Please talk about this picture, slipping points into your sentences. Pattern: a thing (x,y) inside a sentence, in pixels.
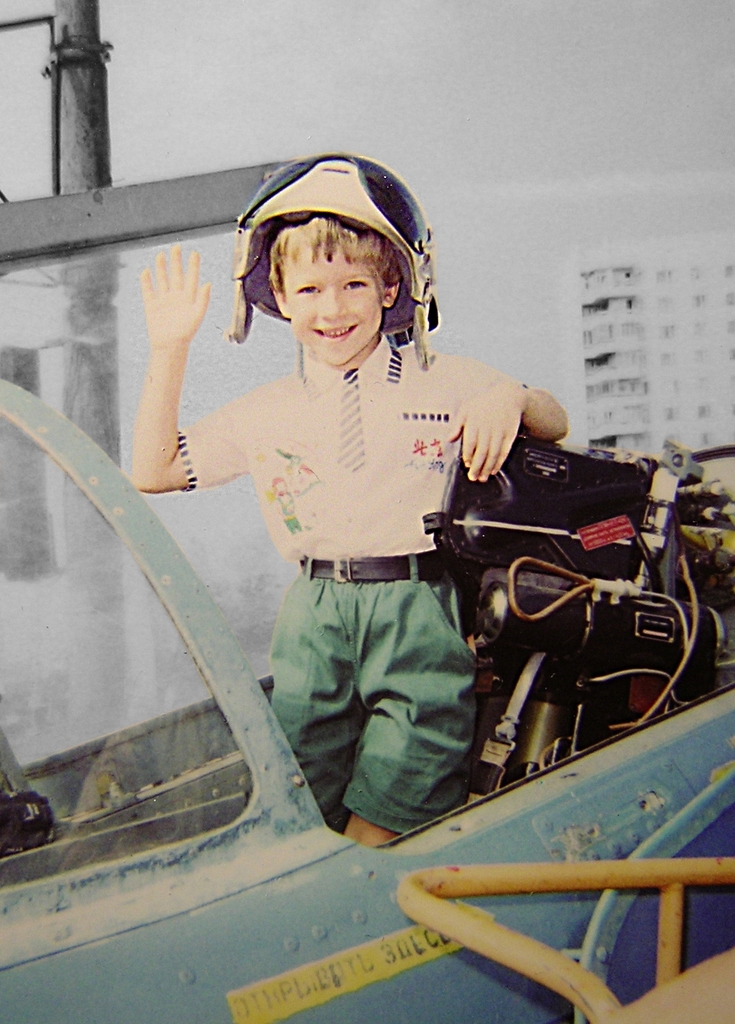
This image is an edited image. This image is taken outdoors. At the top of the image (275,90) there is the sky (563,107). In the background (658,366) there is a building (681,343) and there is a pole (105,284). In the middle of the image (305,558) a kid (298,611) is standing in the vehicle (475,983) and there are a few objects (528,566) in the vehicle (685,755). The kid (347,454) is with a smiling face (313,258).
